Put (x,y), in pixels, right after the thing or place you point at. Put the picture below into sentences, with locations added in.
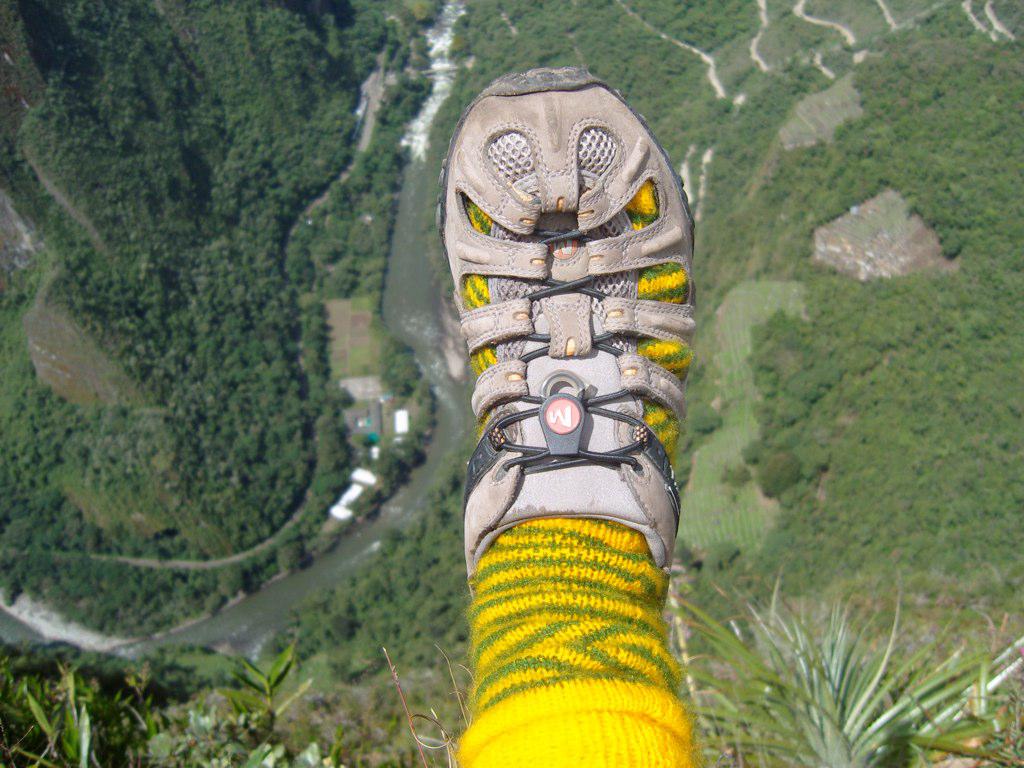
In this picture a man (555,593) is showing his shoes (646,503) all the background (423,19) is look like the scenery (858,165) of this jungle (358,174).
